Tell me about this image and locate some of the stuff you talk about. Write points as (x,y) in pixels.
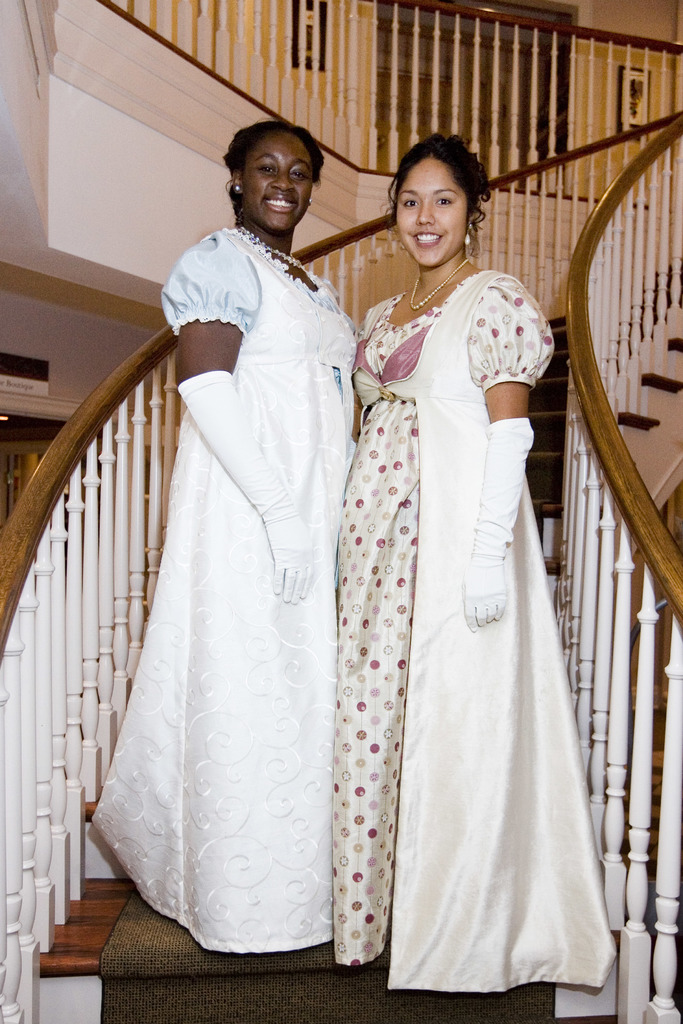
In the front of the image (454,403) I can see two people (398,939) are standing on steps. In the background of the image (559,389) there are railings (653,221), pictures (635,78), board (17,367), steps (554,381) and wall (126,339).
